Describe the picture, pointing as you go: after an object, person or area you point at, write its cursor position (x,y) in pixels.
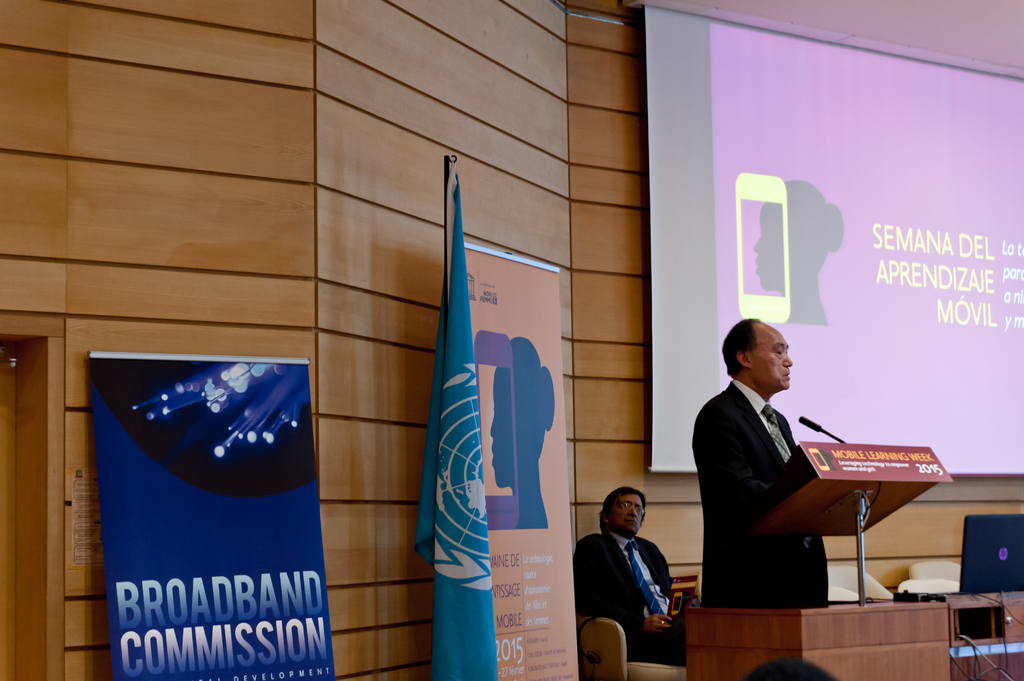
In this image we can see a person (770,446) standing near a speaker stand (788,511) with a mic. We can also see a board (519,506), wall (296,286), the flag (464,456), a projector (809,274), a laptop (1001,535), chairs (833,573) and a person (630,575) sitting.
